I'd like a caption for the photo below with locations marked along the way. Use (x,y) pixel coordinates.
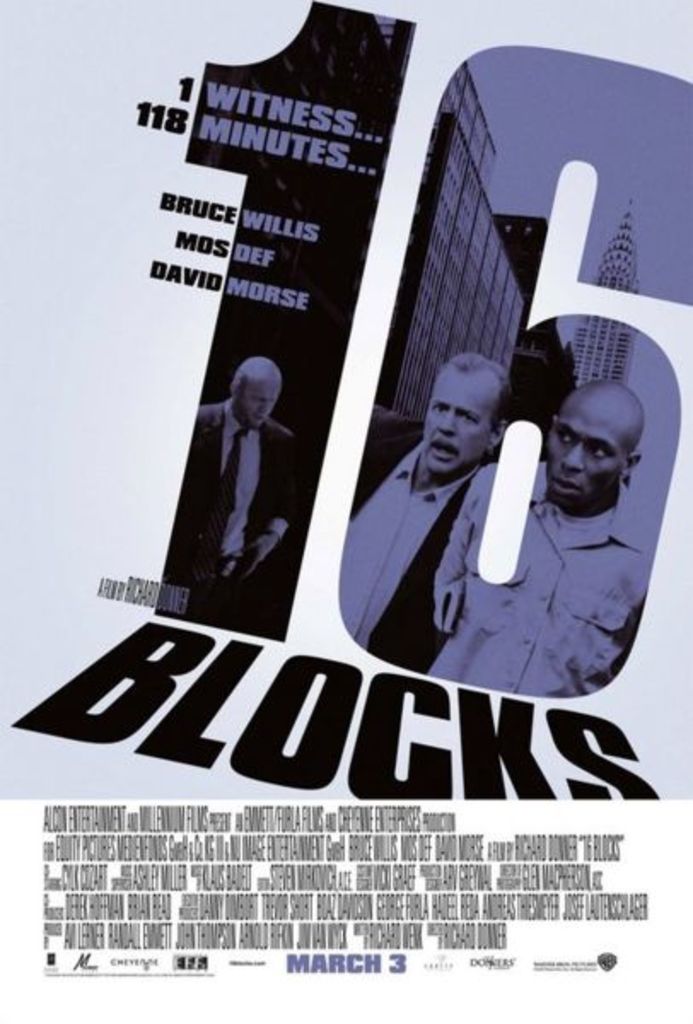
In this image it looks like a poster (320,534) where we can see there is a number (417,374) in the middle (258,348). At the bottom (364,900) there is some text (430,850). In the number (424,468) we can see there are three men (469,424). Behind the men (415,497) there are buildings (461,269).
